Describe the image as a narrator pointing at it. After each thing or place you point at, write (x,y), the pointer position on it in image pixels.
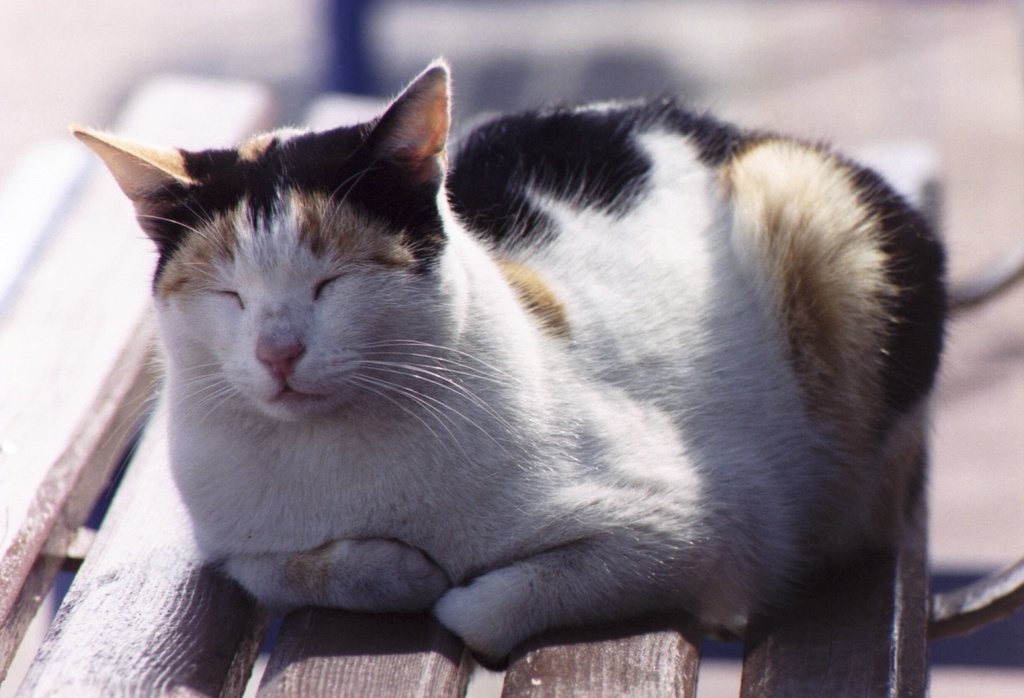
In this picture there is a cat (690,299) in the center of the image (446,249), on a bench (562,666).
